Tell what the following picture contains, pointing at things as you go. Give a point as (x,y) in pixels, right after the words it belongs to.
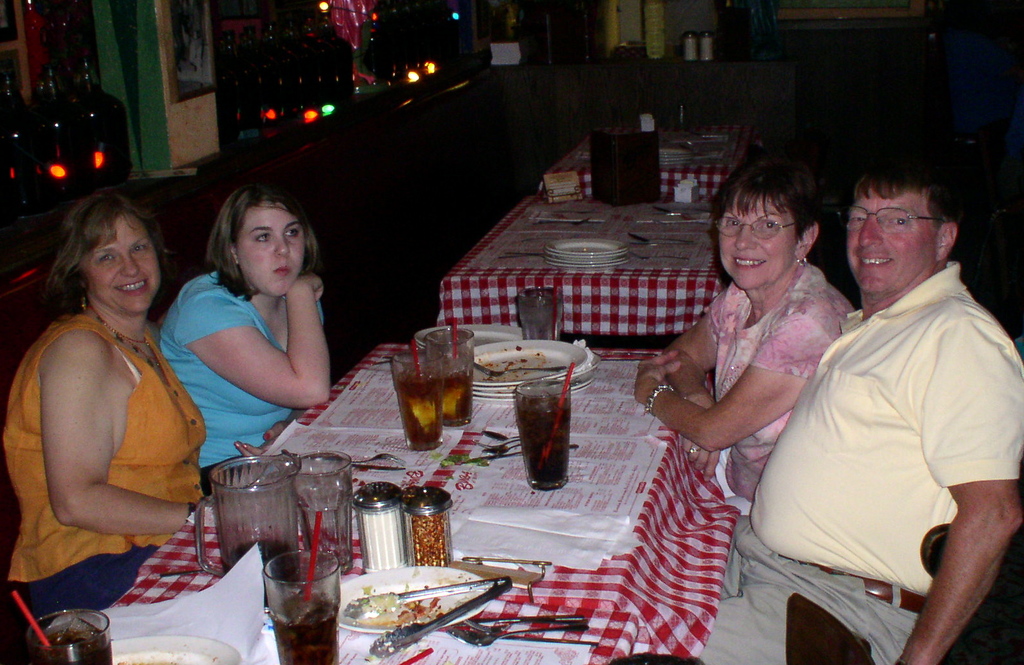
In this image I can see four people (281,369) sitting in-front of the table (645,539). On the table (577,491) I can see the plates (585,367) and glasses (540,399). I can also see the forks (516,616) and spoons (482,641). These people (220,408) are wearing the different color dresses (783,418). To the side I can see few more tables (629,207). In the back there are lights (333,109).
